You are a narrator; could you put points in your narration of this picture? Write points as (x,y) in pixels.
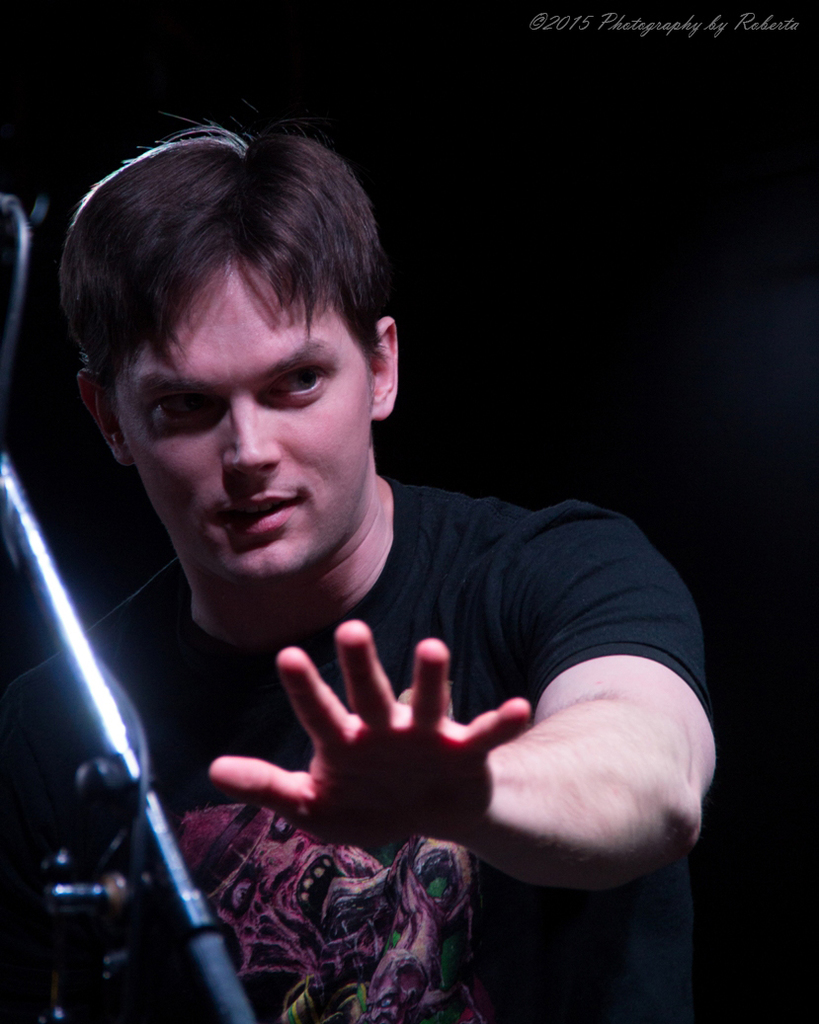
In this image we can see a man (299,583) and a stand (85,632). In the background (83,113) the image is dark and at the top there is a text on the image.
